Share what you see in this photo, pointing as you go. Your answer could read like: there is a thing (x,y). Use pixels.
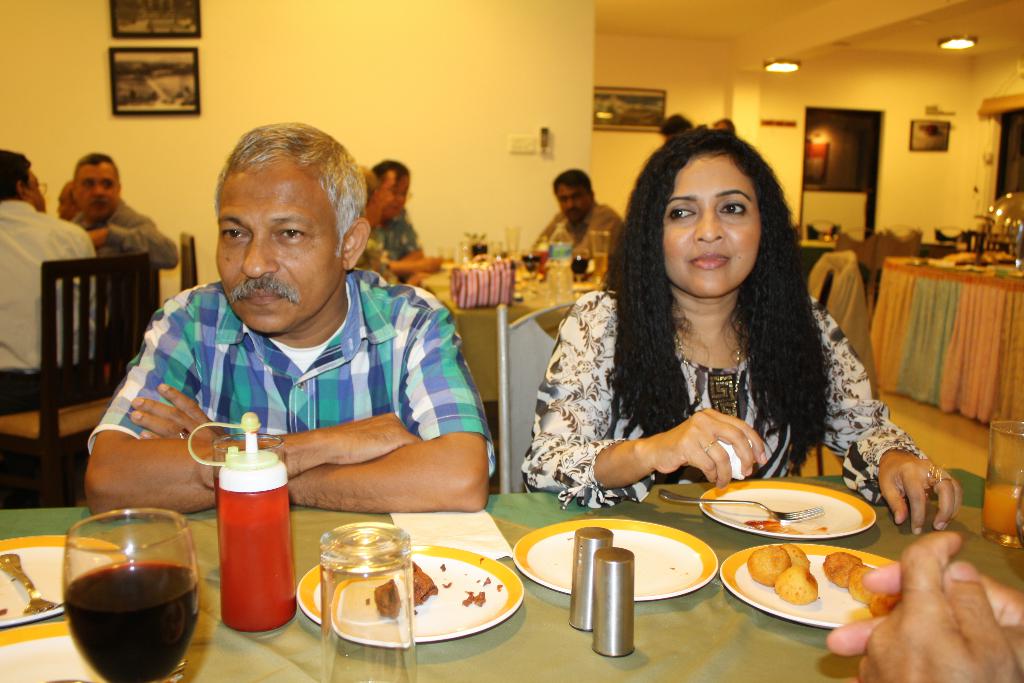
A man (359,378) with checks shirts (335,378) and a lady (599,394) with floral top (597,380) is sitting side by side. In front of them there is a table (509,522). On the table (352,522) there is a sauce bottle (244,517), glass (181,514), plate (431,609), salt and pepper bottles (584,578) and food item (786,578) on the plate (766,600). And behind there are some people (45,221) sitting on the chairs (83,289). On the wall (200,76) there are two frames (160,60). In the right side (980,269) there is a table (986,278). On the table (957,326) there are food items (943,259). And we can also see a door (1009,163).
